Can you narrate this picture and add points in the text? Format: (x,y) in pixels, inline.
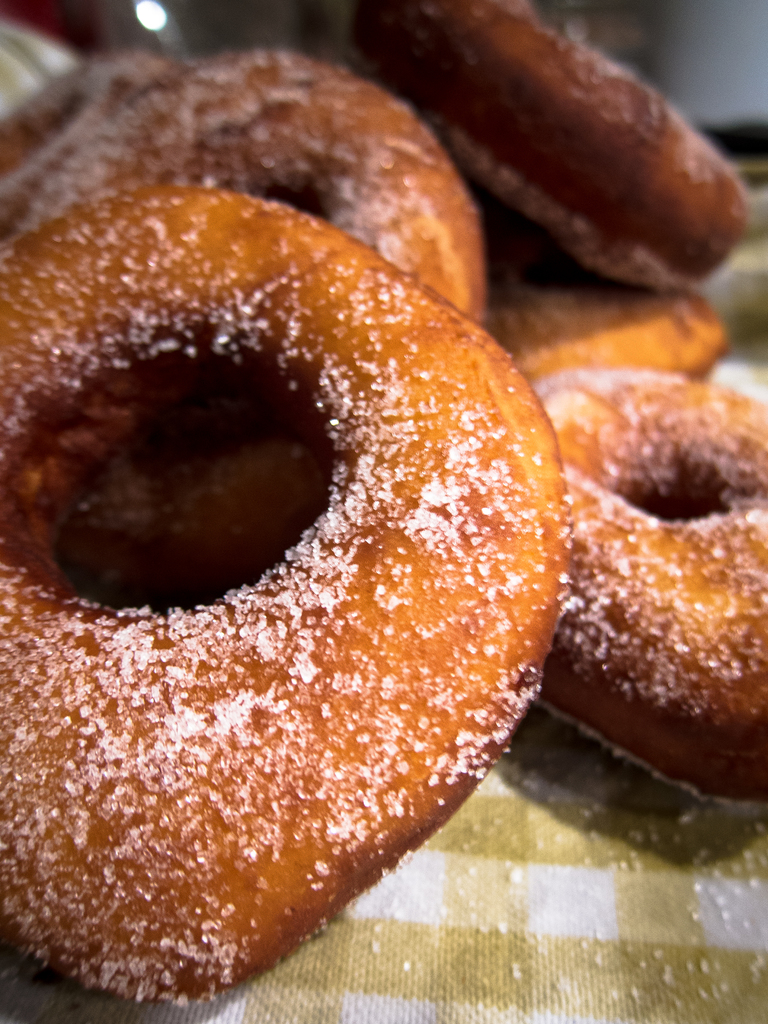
In this picture we can see food (466,513) on the cloth (622,905), and also we can see sugar (274,641).
